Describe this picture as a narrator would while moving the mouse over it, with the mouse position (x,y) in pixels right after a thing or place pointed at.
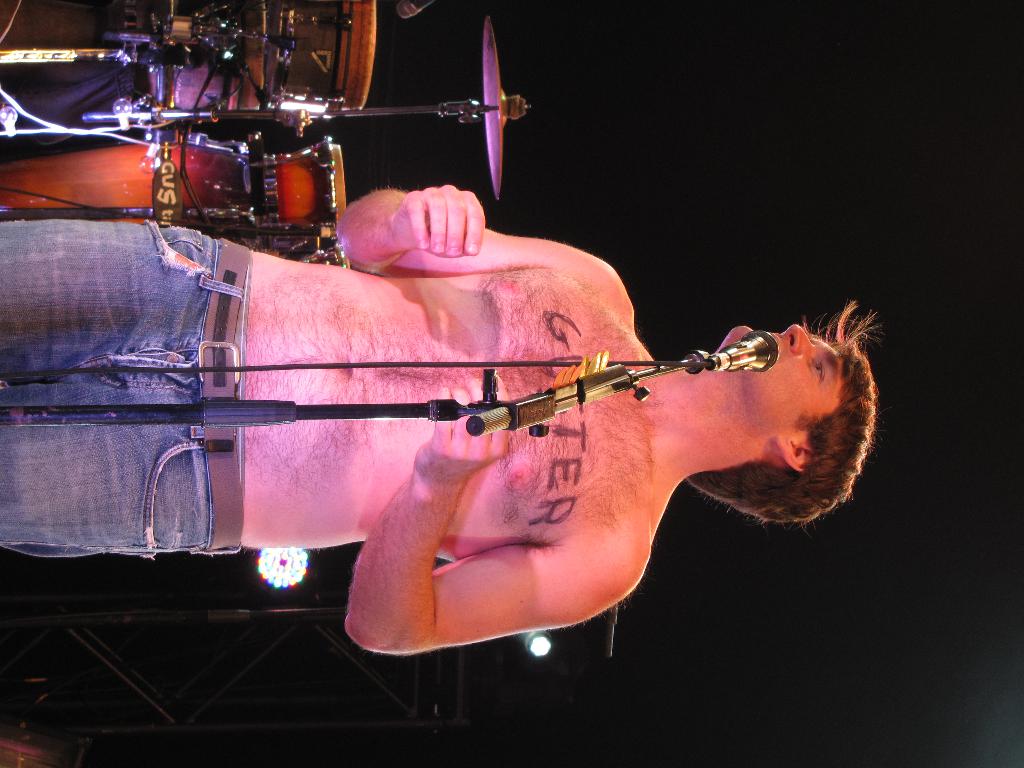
In this image there is one person (675,417) standing and in front of him there is one mike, and on the left side of the image (193,109) there are some drums (210,104). And at the bottom (182,685) there are stands (243,691) and lights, and there is black background (924,492).
